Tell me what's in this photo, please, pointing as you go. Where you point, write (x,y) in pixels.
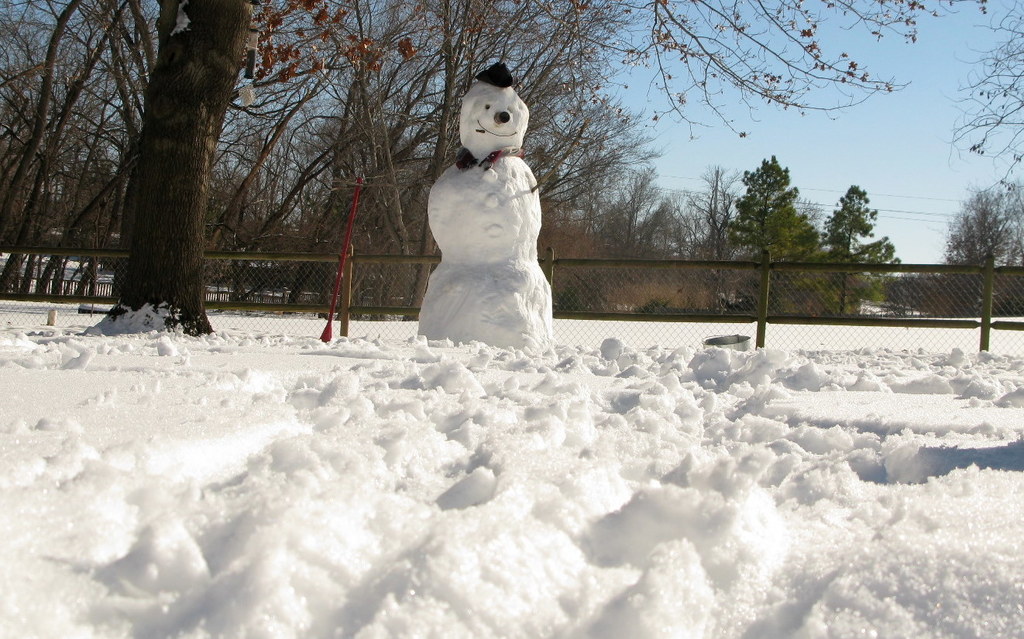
In this image we can see a snowman (516,219) in the middle of the image (529,230) and we can see the snow (512,349) on the ground (509,352) and there is a fence (680,319). We can see some trees (208,66) and at the top (789,18) we can see the sky (889,49).
